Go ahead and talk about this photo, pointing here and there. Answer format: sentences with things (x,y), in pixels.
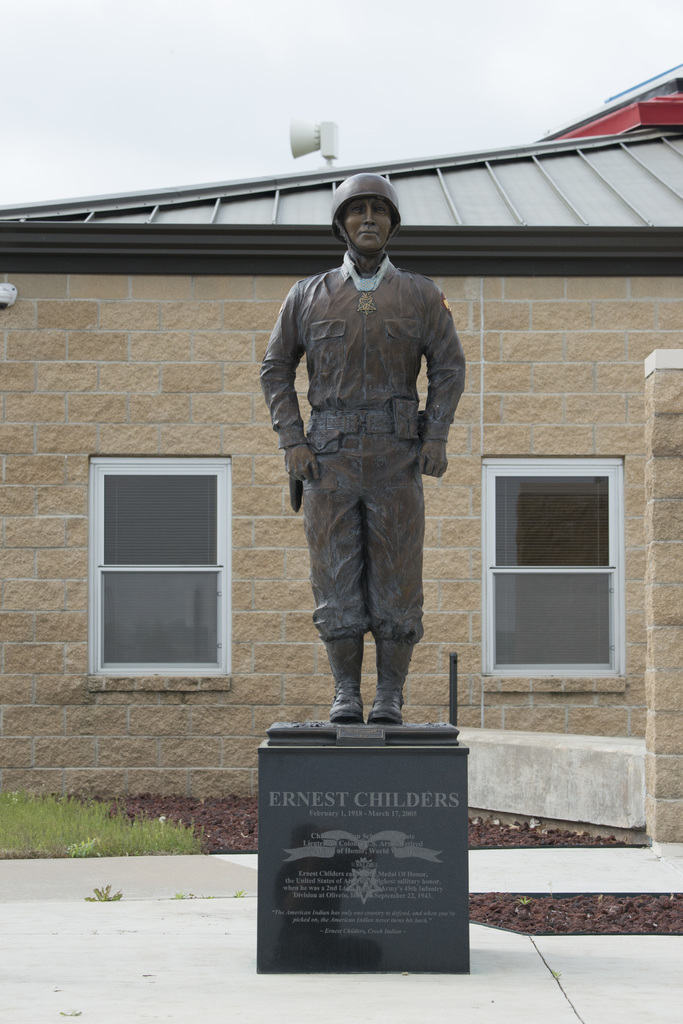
Here we can see a statue (364,381) of a man (374,305) standing on a platform (370,791) and on the platform (367,893) there are texts (342,879) written on it. In the background (298,584) we can see a house (191,355), windows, roof (410,184), grass (63,826) on the ground (242,830), an object (326,142) on the roof (308,184) and the sky (299,81).
